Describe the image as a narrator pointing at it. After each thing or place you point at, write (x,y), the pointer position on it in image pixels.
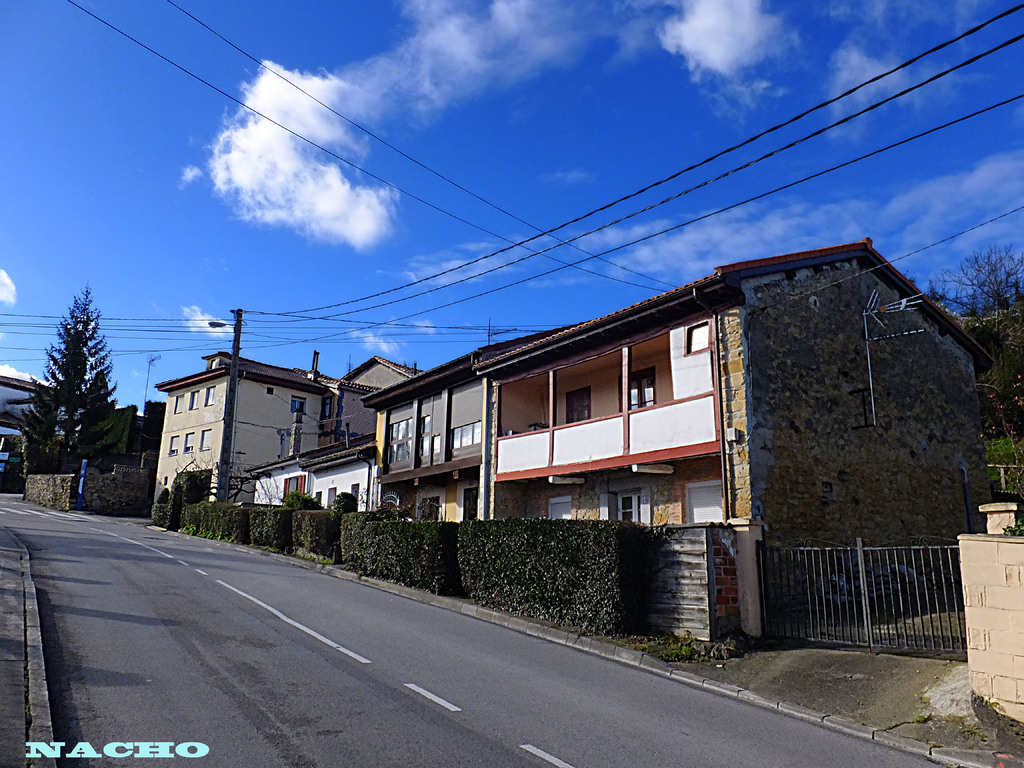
In this image we can see a group of buildings (490,446) with windows (425,455) and doors (623,494). In the center of the image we can see some plants (517,592). On the right side of the image (857,589) we can see a gate (944,596). In the background (72,372), we can see a group of trees (50,450) and the cloudy sky (410,227).
